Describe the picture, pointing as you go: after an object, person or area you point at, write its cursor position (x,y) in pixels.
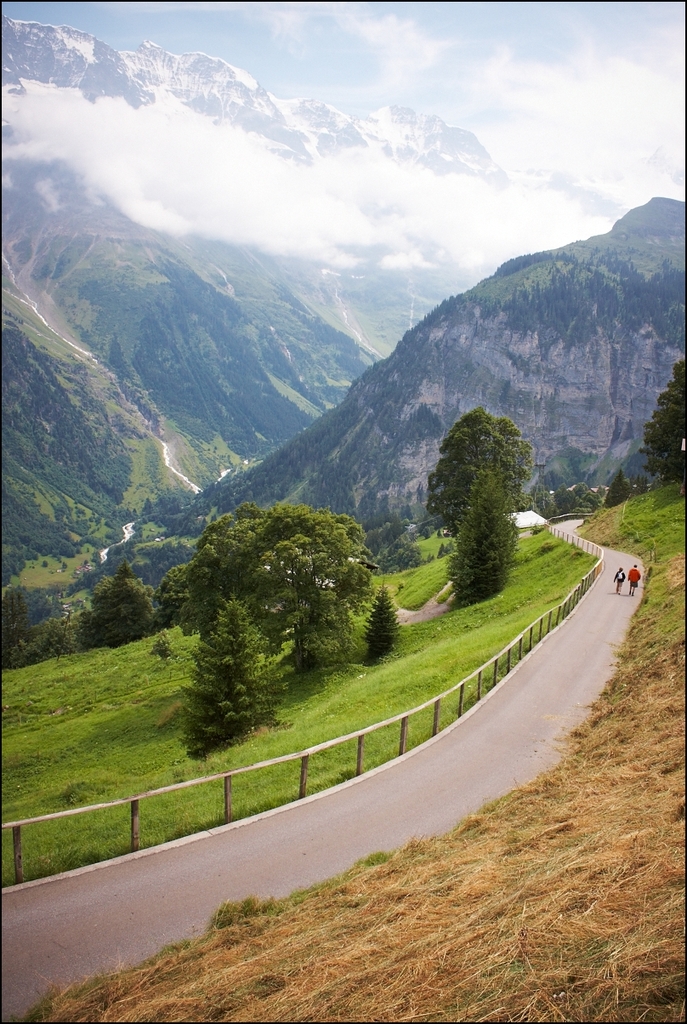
Here there are trees (349,610), people (619,571) are walking on the road (415,806), this is sky (412,57).
